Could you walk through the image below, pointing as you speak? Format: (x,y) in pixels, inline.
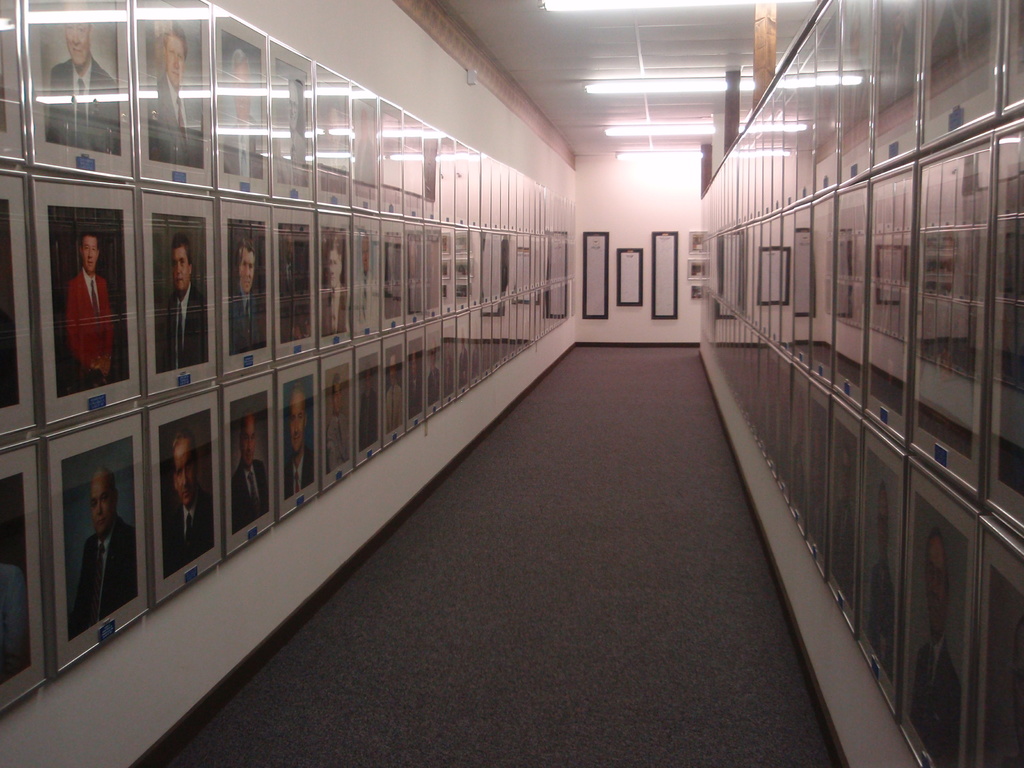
In this image there is a wall (566,270), there are photo frames (677,314) on the wall (852,314), there are lights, there is roof (652,47) towards the top of the image (673,42), there is ground (599,566) towards the bottom of the image (485,669).
